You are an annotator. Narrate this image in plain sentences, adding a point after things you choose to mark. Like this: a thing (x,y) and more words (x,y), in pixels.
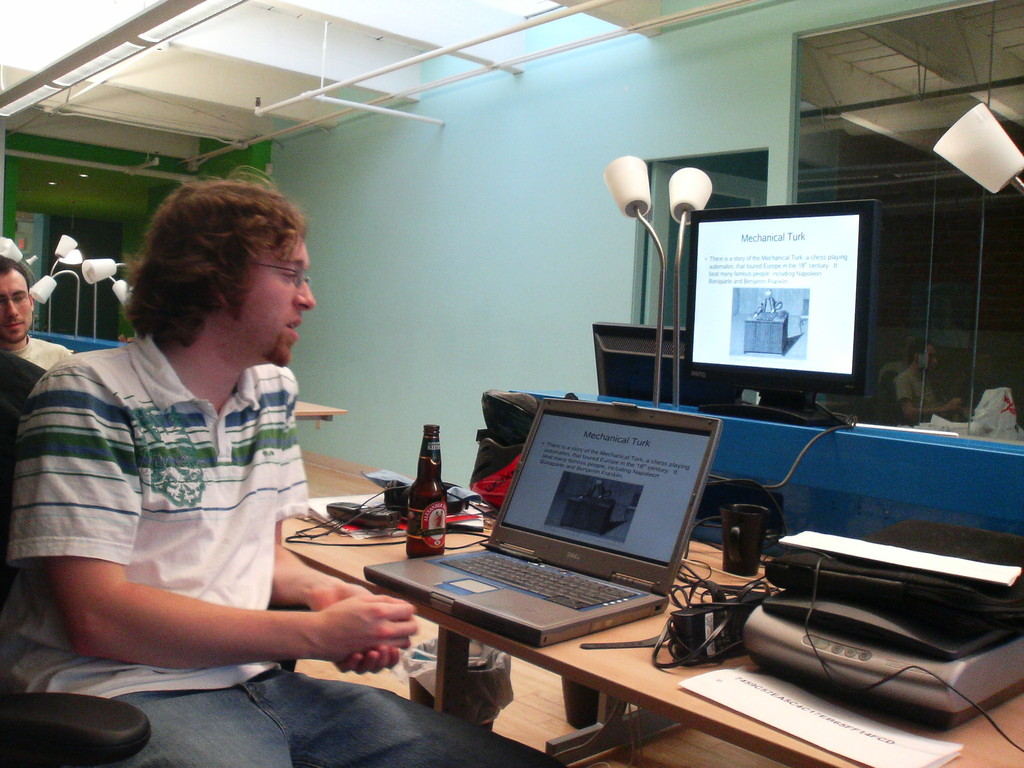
in this image i can see a man (212,500) on the left side (212,500) wearing white t shirt (205,500). behind him there is another man (13,310). at the right side (739,660) there is a table (691,670) on which there is laptop (486,549), a bottle (426,506) and many wires (728,592). and above that there is another screen (792,349).
